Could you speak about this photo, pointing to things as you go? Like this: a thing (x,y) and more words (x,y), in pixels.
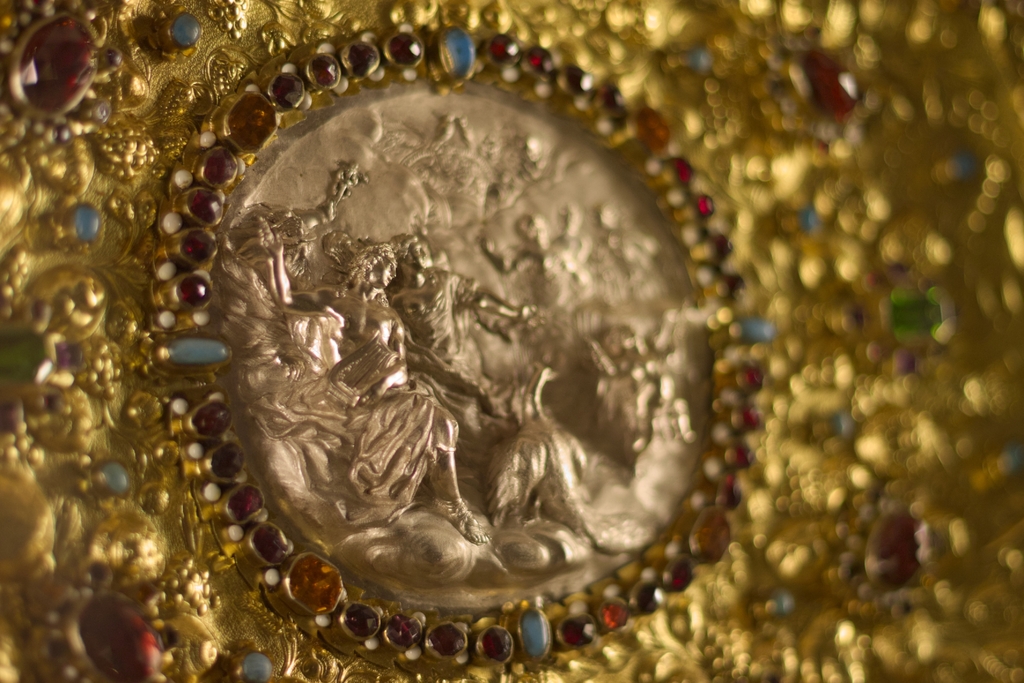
In this image I can see a golden colour thing (17,560) and in the centre (387,307) I can see sculptures (392,306).
